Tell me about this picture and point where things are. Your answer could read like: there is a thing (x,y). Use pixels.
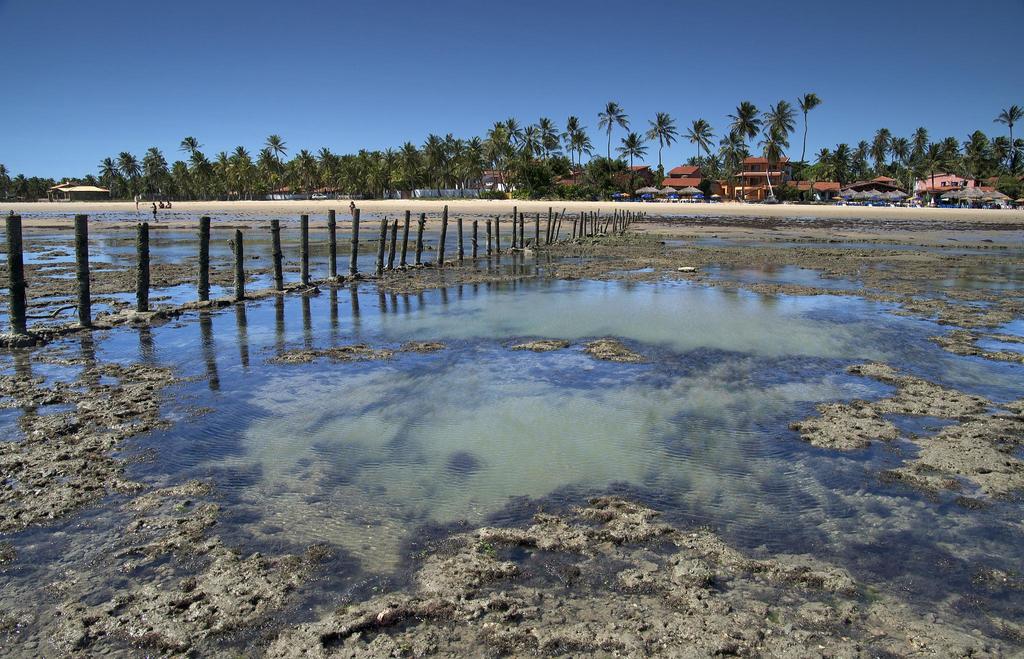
In the center of the image (350,415) we can see water (458,402), poles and mud (621,361). In the background (464,49), we can see the sky (454,73), trees (877,136), buildings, few people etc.
